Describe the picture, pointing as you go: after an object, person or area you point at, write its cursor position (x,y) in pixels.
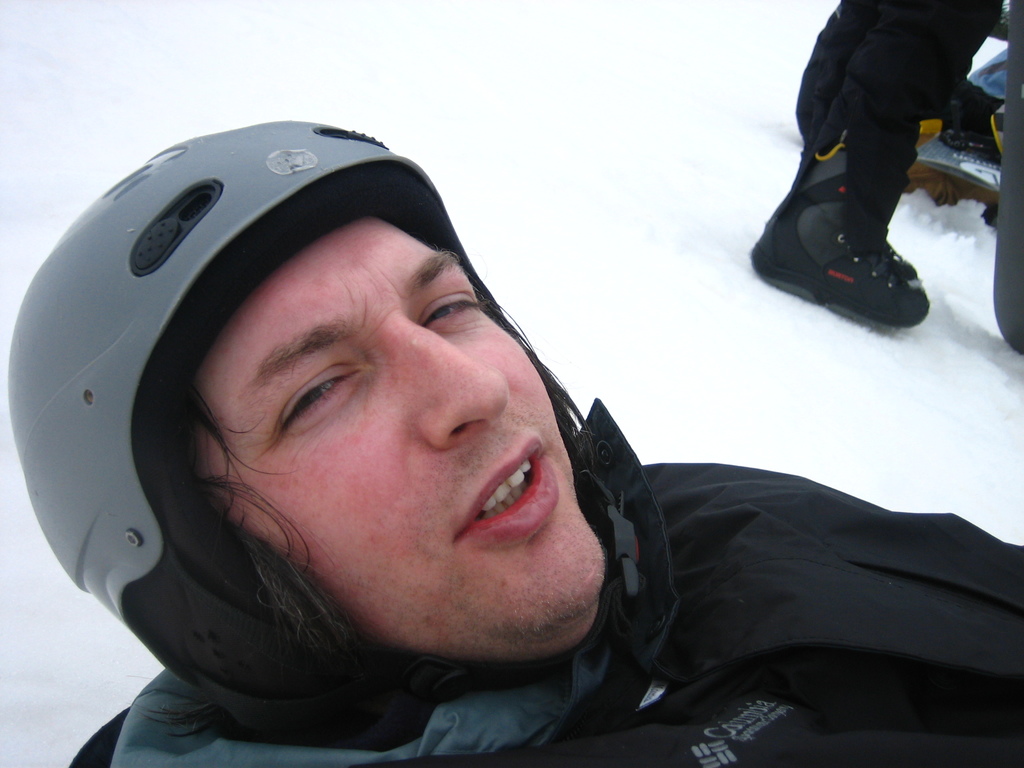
The picture is clicked on a snow (510,174) where a guy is taking a selfie and he is wearing a helmet (341,185). In the background (858,50) we observe another guy's legs (867,203).
